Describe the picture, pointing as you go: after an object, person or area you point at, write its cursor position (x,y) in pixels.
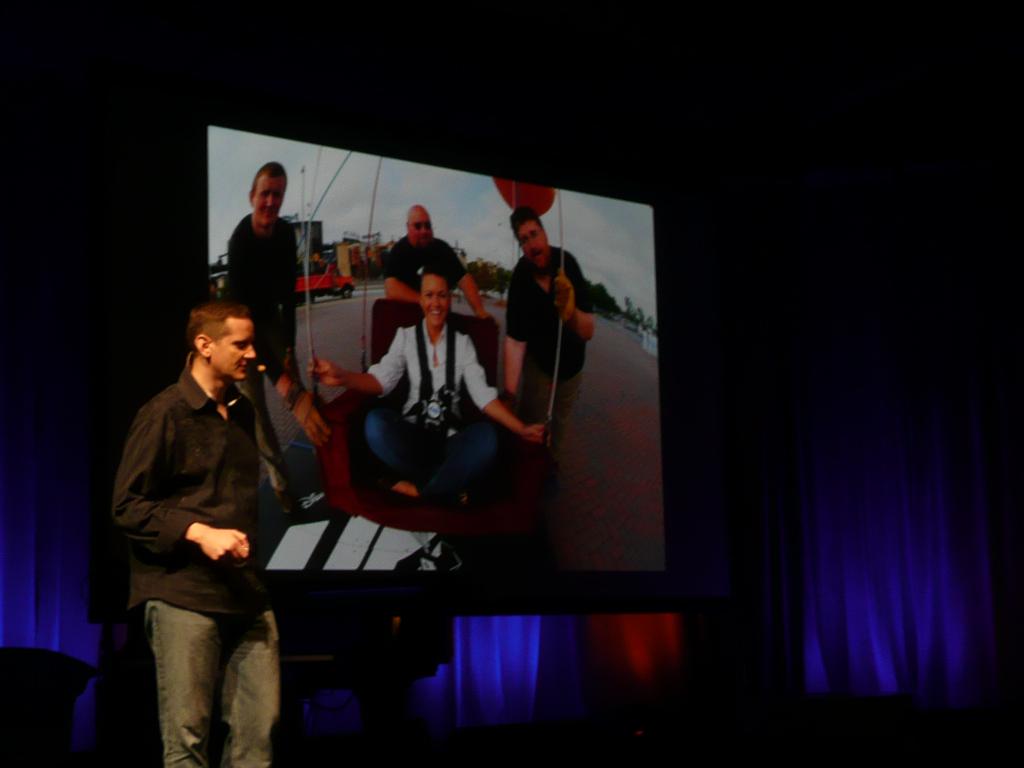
At the left side of the image (168,531) there is a man (191,471) with black jacket (189,486) is standing on the stage (675,725). Behind him in the middle (651,473) there is a screen (332,180) with an image (261,271) in it. And also in the background (74,109) there are blue curtains (887,515).
